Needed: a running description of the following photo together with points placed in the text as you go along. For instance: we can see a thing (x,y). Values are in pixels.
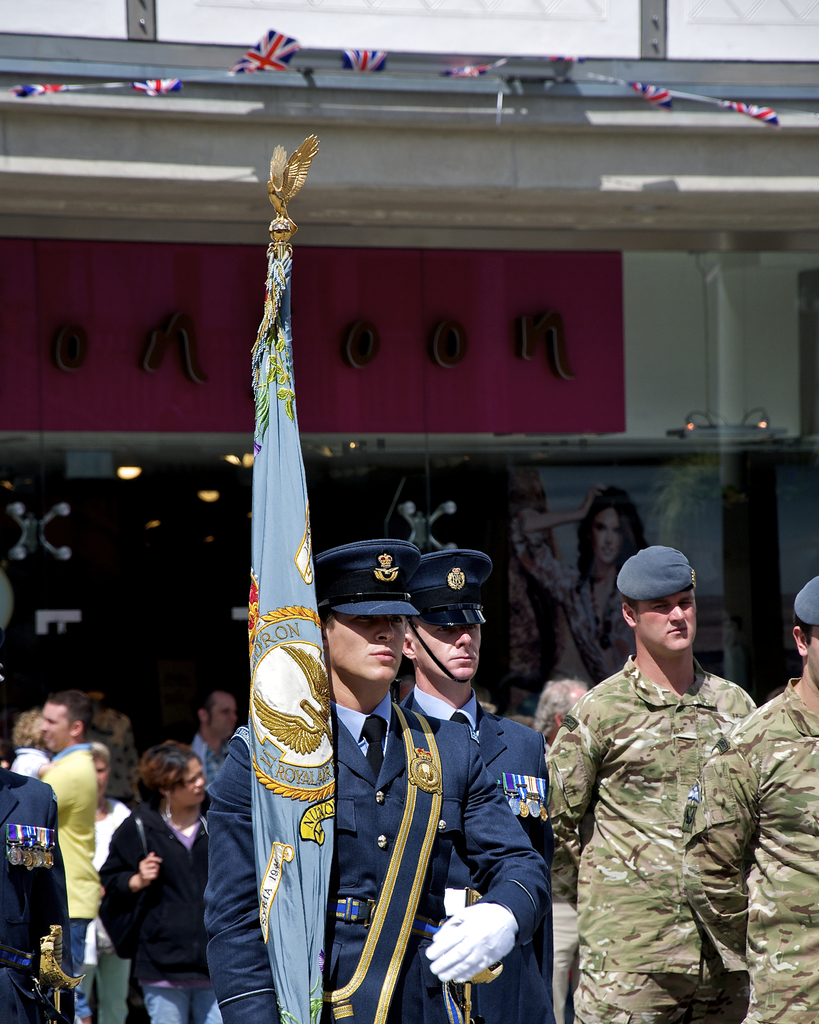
As we can see in the image there are few people (39,819) here and there and a building (527,281). The man (369,766) over here is holding a flag (313,726).
